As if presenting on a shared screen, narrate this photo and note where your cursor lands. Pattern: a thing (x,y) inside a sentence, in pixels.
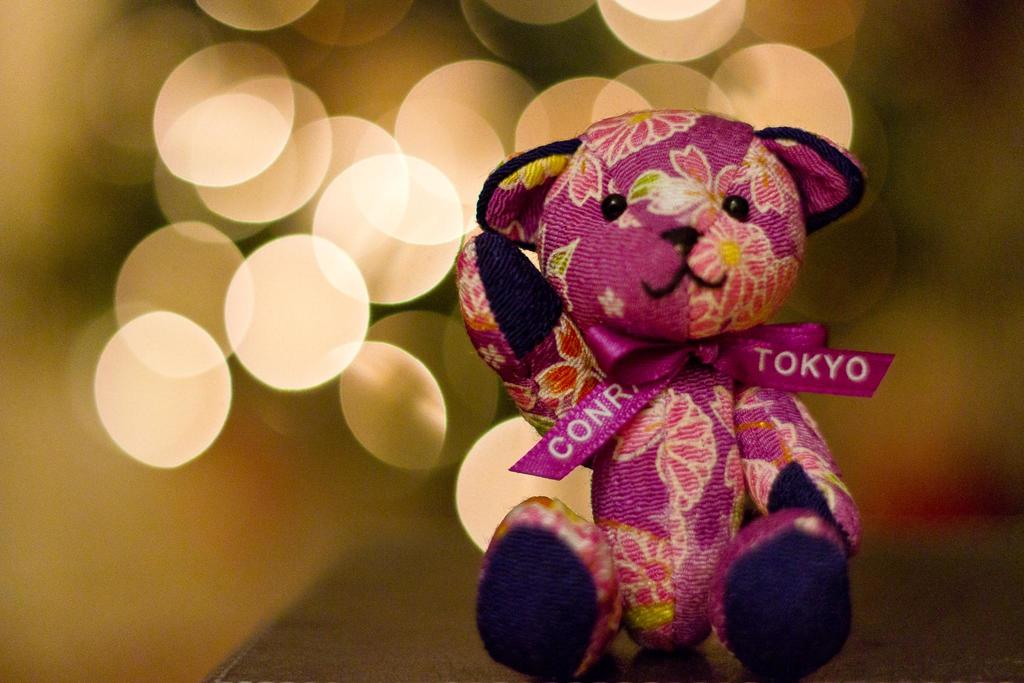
In this image we can see a pink color toy (723,342) with a pink color ribbon (620,387). The background (11,123) is blurry.
